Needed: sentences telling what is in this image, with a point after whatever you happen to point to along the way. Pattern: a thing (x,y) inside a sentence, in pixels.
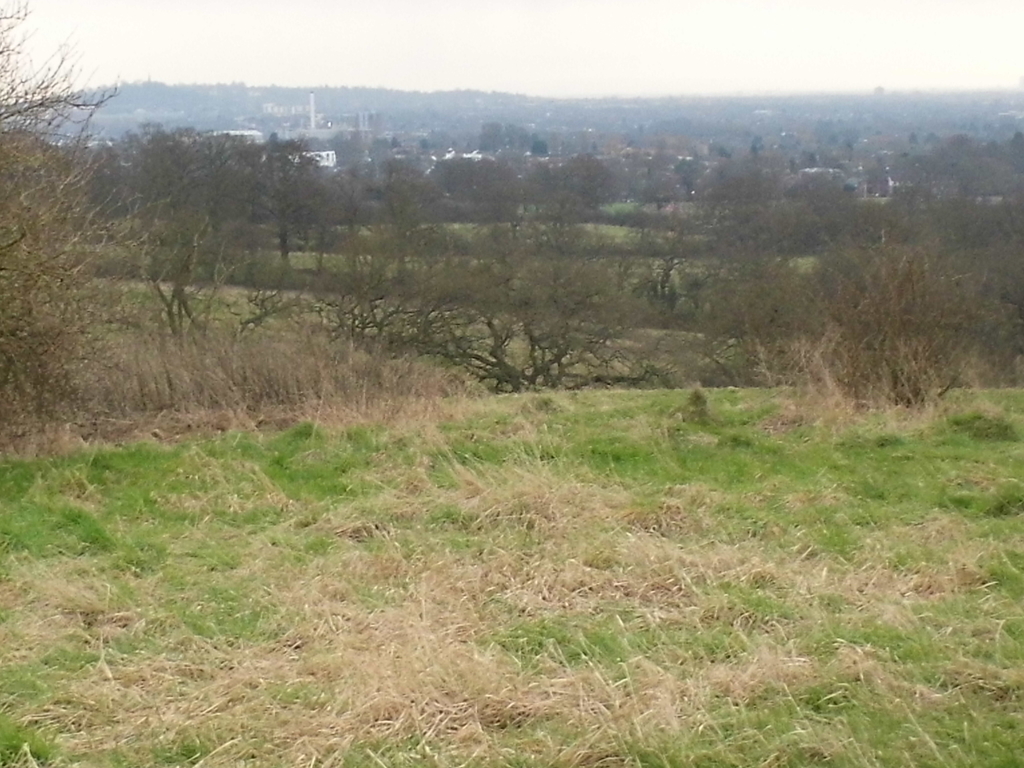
In the center of the image (346,312) there are trees (582,363). At the bottom (730,567) there is grass (582,670). In the background (358,80) we can see buildings (320,163), hill (279,117) and sky (491,61).
